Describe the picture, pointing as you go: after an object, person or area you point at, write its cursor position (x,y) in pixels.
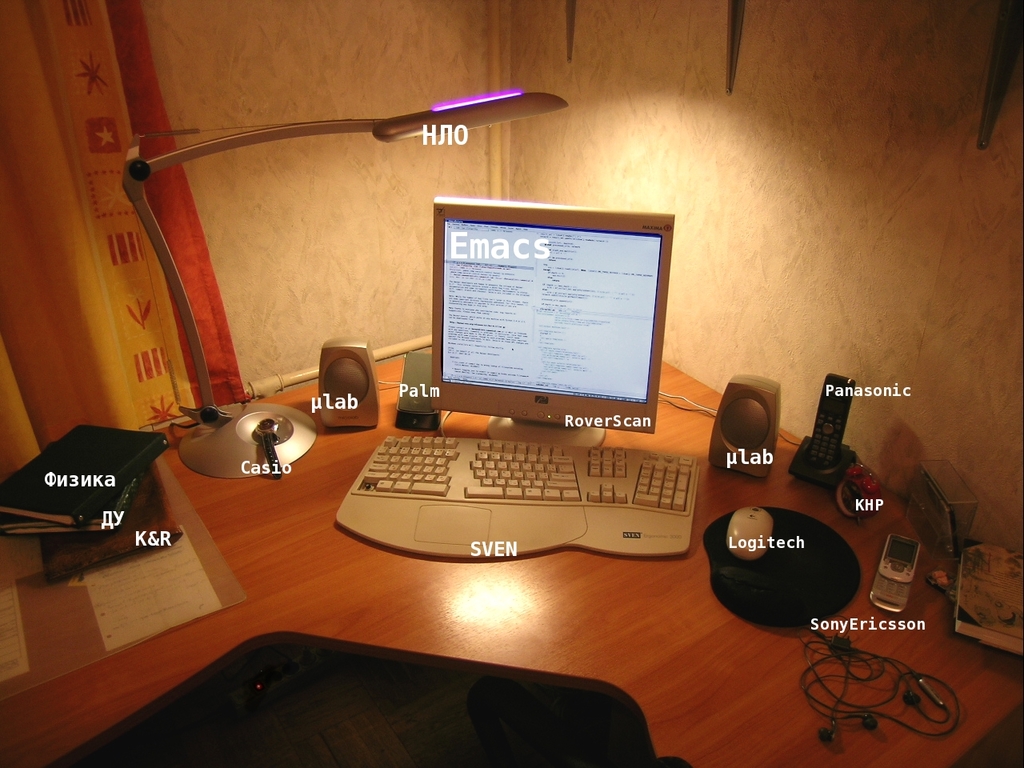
This is the wooden table (499,635). I can see a monitor (540,261), keyboard (507,524), speakers (344,389), study lamp (304,418), telephone (828,461), mobile phone (891,573), ear phones (861,671), mouse (760,532) with mouse pad (769,571), books (80,454), files (124,587) and few things (242,602) on it. I can see a curtain (54,327) hanging. This is the wall (391,85).
